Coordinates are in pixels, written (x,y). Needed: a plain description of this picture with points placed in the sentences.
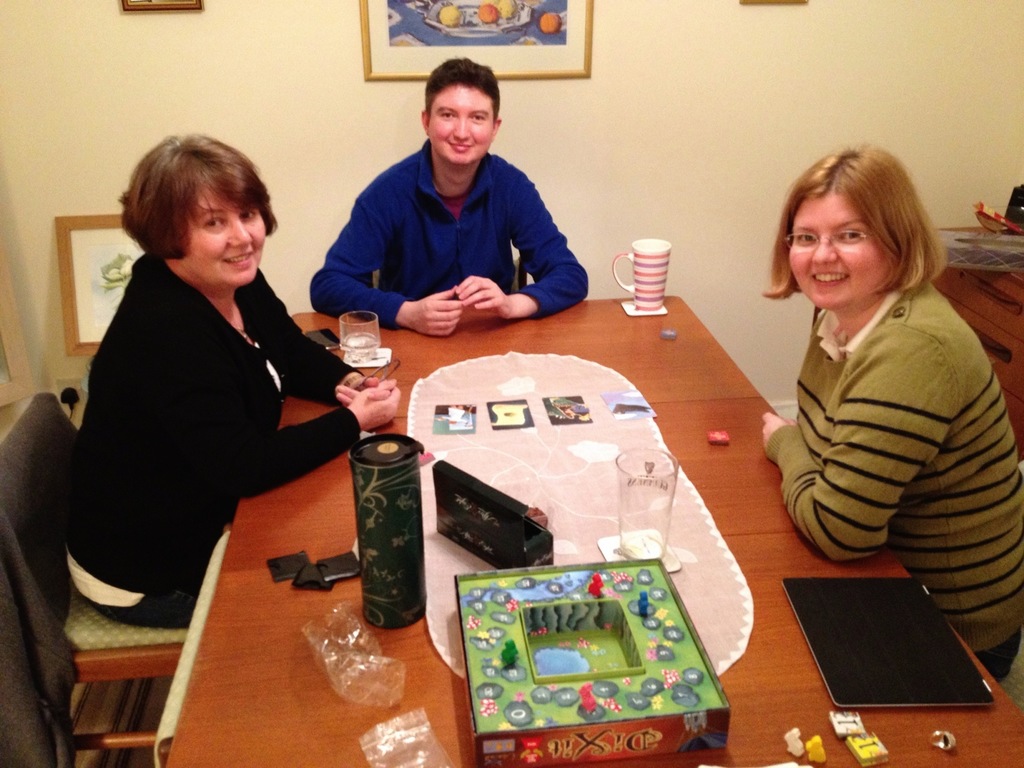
The persons (298,446) are sitting in a room (304,282). There is a table (387,428). There is a bottle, laptop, glass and polythene cover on a table (548,374). The persons (333,367) are given a smile. We can see in the background (311,213) there is a frames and wall (321,187).
